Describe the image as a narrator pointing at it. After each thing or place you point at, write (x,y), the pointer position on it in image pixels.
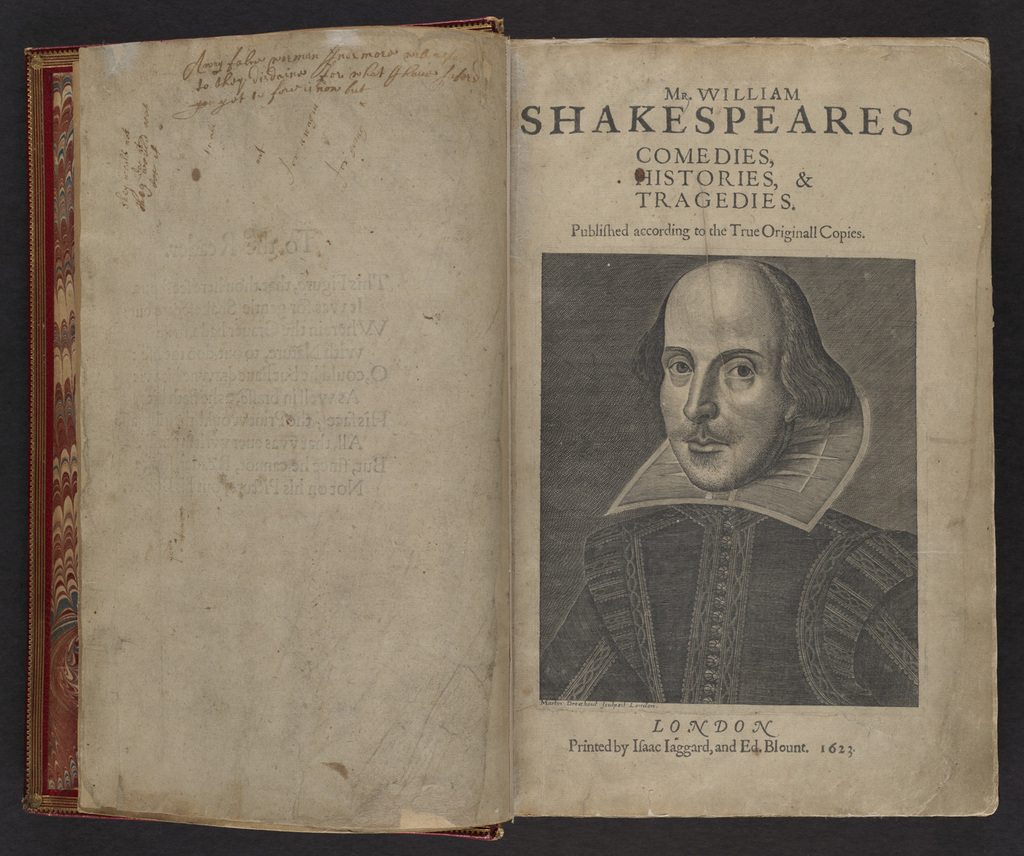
This picture shows a book (554,44) and we see a man (633,543) on it and some text (770,748).
